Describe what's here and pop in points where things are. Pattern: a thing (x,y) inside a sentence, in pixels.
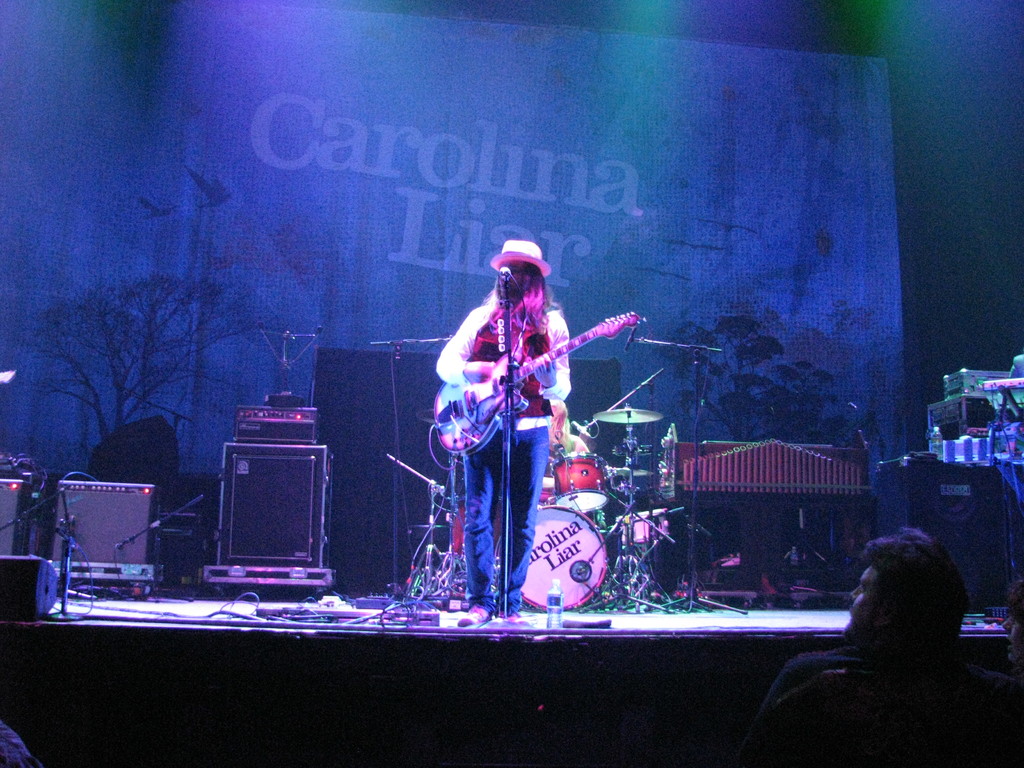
In the center (546,324) we can see one person (541,475) standing and holding guitar (484,443). And she is wearing hat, in front there is a microphone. In the bottom (802,713) we can see one man (903,667) sitting on the chair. In the background (584,191) there is banner (842,225), wall (920,294) and few musical instruments (787,463).
